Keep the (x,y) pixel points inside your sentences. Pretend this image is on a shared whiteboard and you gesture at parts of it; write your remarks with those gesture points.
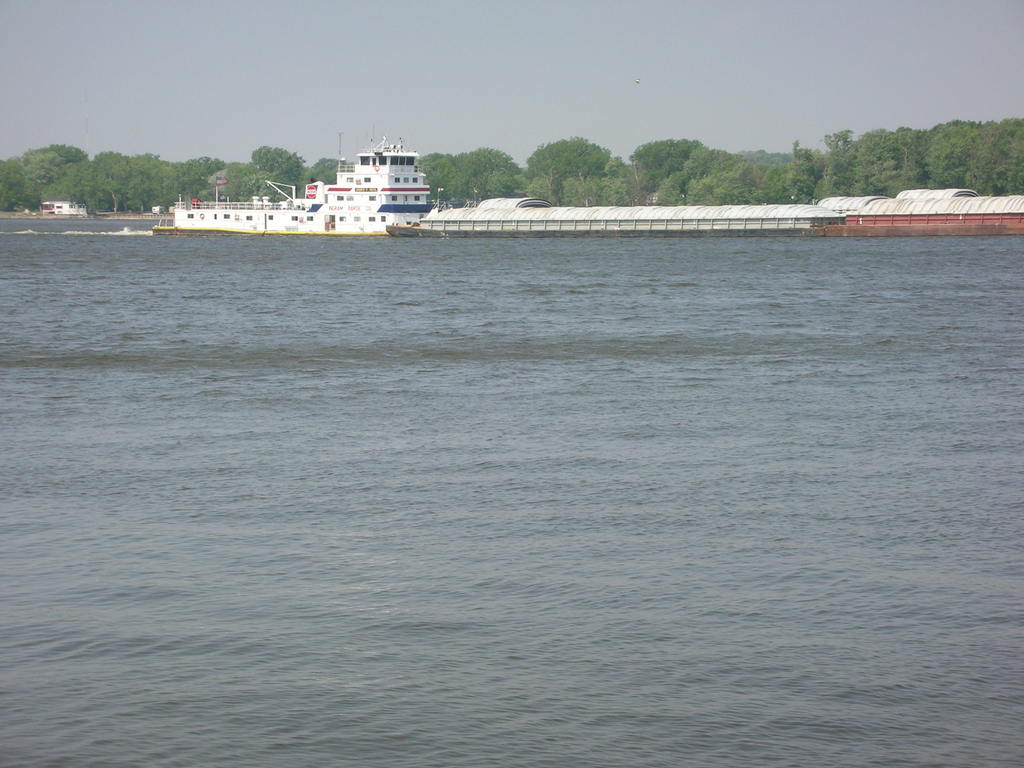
In the foreground of the picture (233,294) there is a water body (259,343). In the center of the picture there are ships (549,218) and trees (126,179). Sky (99,23) is cloudy.
